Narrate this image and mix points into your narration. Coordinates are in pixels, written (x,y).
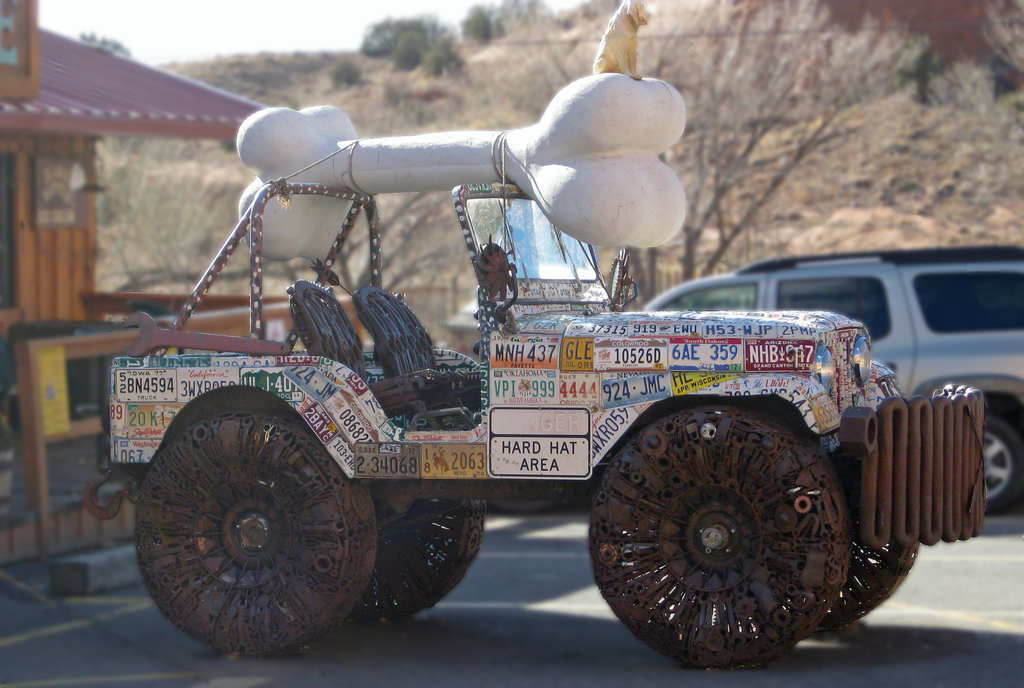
In the center of the picture (359,317) there is a car (497,376), on the car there is an object (376,167) like bone (531,165), on the bone (630,116) there is a dog (614,70). On the left (58,69) there is a building (14,288). On the right (857,260) there is a car (759,265). In the background (450,64) there are trees (418,53), plants (405,46) and hill (267,87).
